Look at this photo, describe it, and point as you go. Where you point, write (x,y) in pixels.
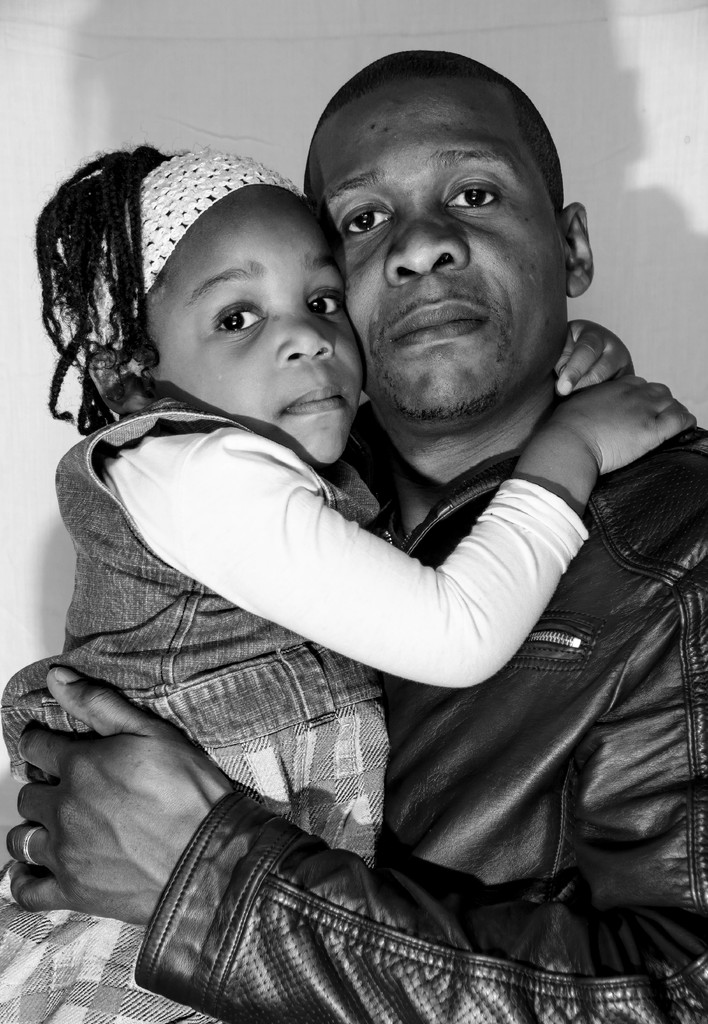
This is a black and white picture, there is a man (458,525) in black leather jacket (565,804) holding a little girl (299,444) and behind them there is wall (454,13).
